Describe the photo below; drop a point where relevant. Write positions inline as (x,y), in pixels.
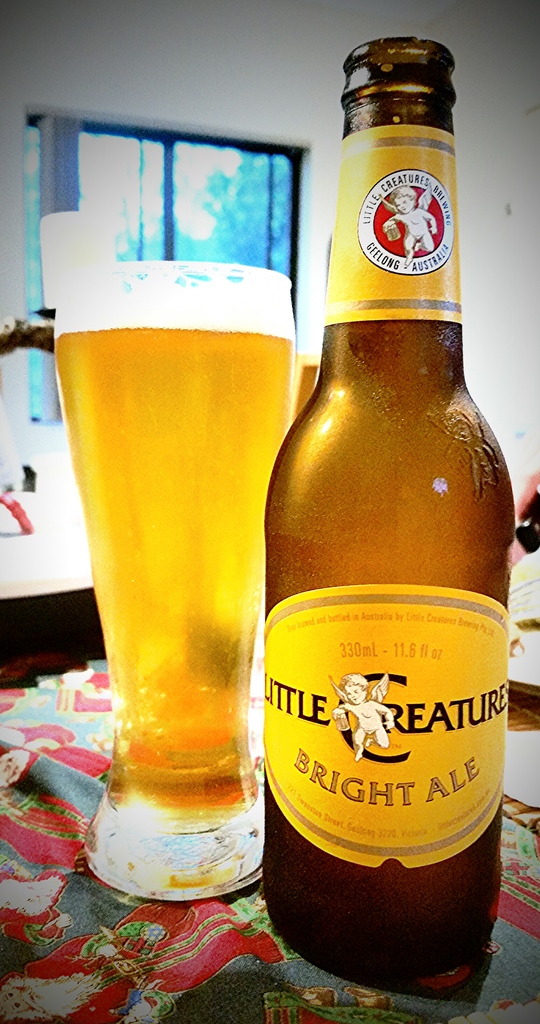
In the foreground of the picture (200,441) we can see glass (122,610), bottle (371,576) with drink (218,675) in it. In foreground (39,713) we can see a cloth (89,921) on a table (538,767). In the background (113,189) there are windows (162,183), wall (190,61) and other objects (530,658). Outside the window (185,215) we can see trees (242,199).
